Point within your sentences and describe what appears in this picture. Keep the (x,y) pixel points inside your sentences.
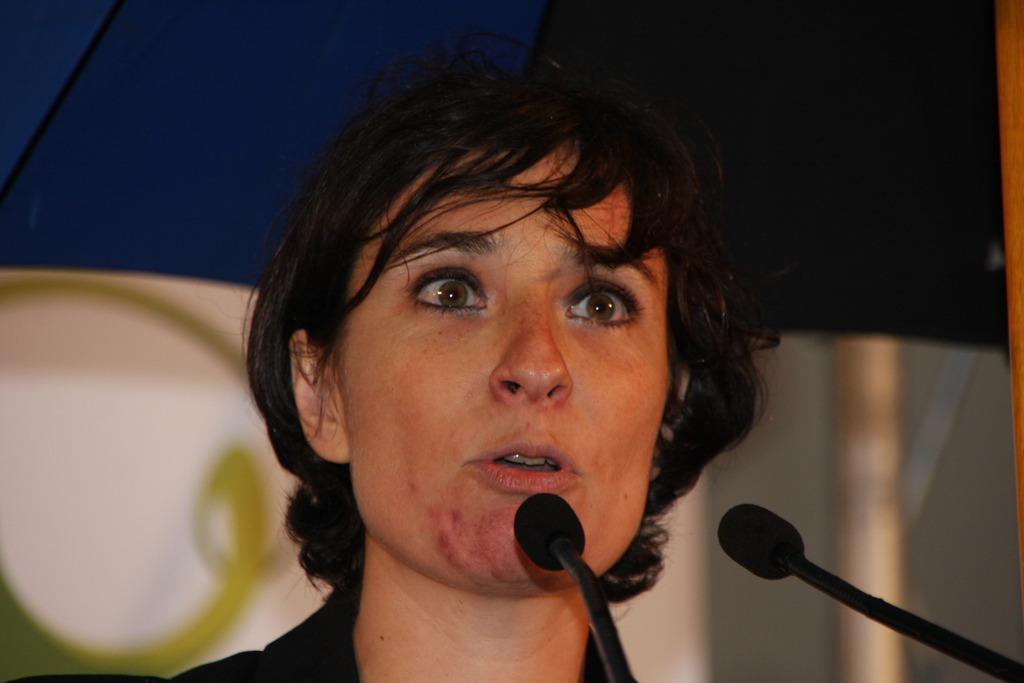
There is a woman (391,449) speaking. In front of her there are mics (782,563). In the background (540,67) it is blurred.
